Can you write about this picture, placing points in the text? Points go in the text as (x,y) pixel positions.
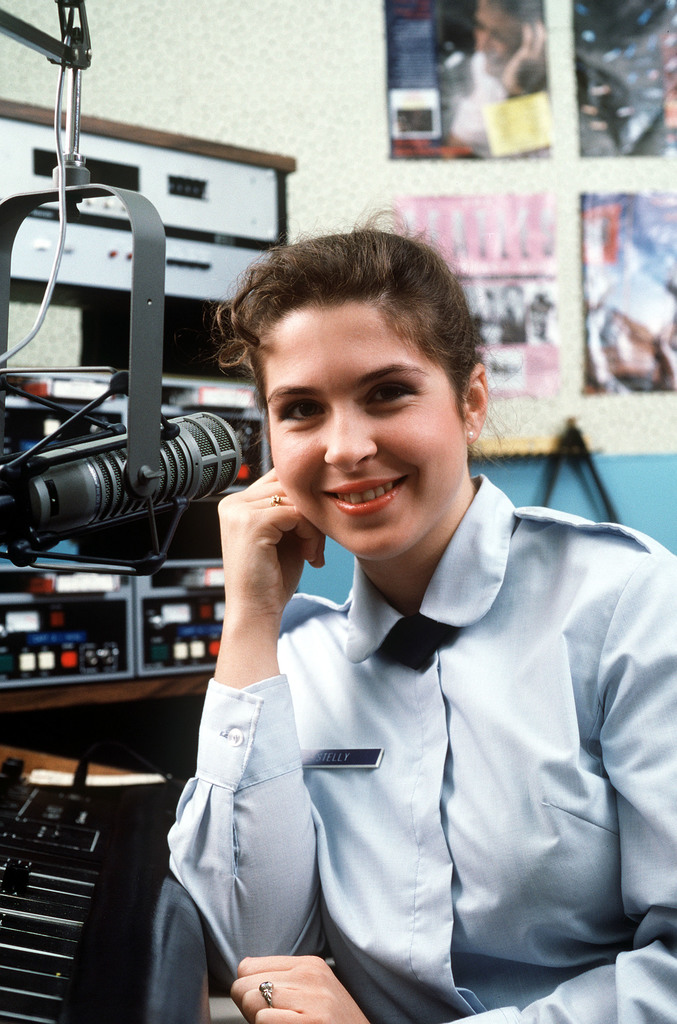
In this image, I can see a woman (374,707). In the background (209,306), I can see machines (246,419), metal objects (186,417) and photo frames (629,76) on a wall (30,2). This picture might be taken in a hall (517,415).
